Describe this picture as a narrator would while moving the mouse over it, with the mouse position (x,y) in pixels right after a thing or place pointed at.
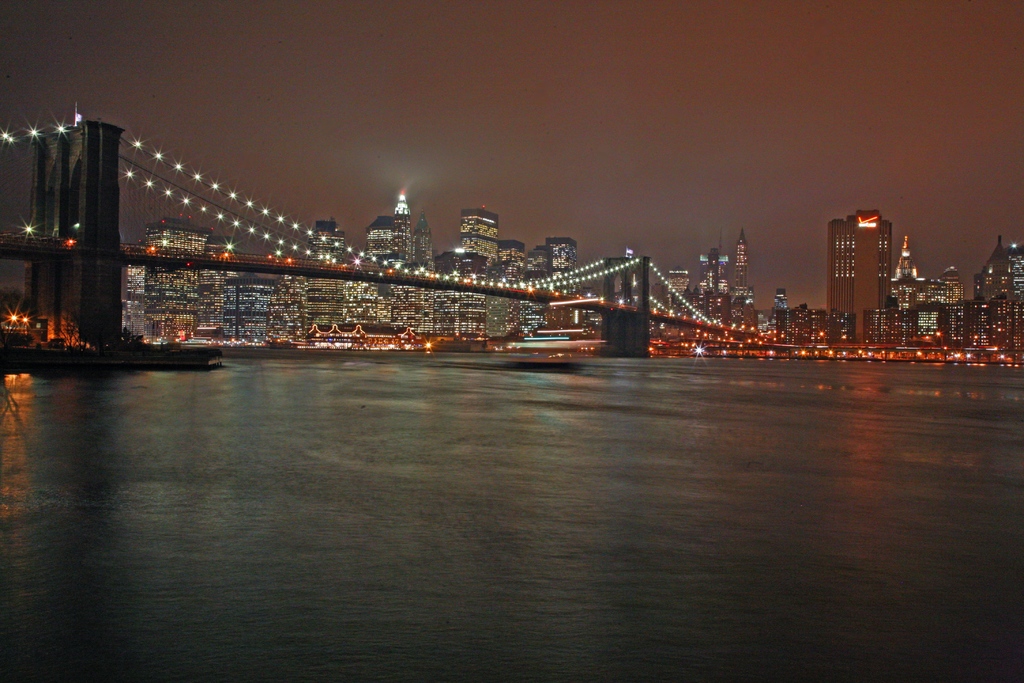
In the foreground of this image (591,578), at the bottom (591,578), there is water (608,560). In the middle (461,286), there is a bridge (584,294). In the background (492,323), there are buildings (456,251) and the sky (634,96).
